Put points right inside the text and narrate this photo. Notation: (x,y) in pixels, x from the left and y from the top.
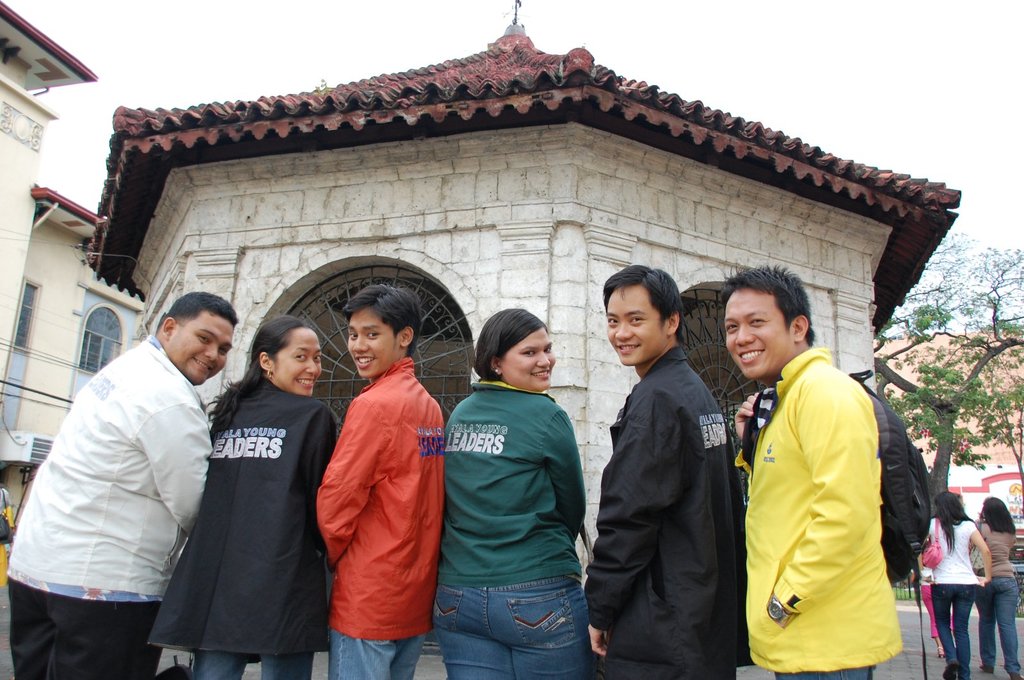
In this image I can see a group of people (686,600). On the right side (954,429), I can see a tree (936,404). In the background (121,297), I can see the buildings (635,212) and the sky (776,63).
